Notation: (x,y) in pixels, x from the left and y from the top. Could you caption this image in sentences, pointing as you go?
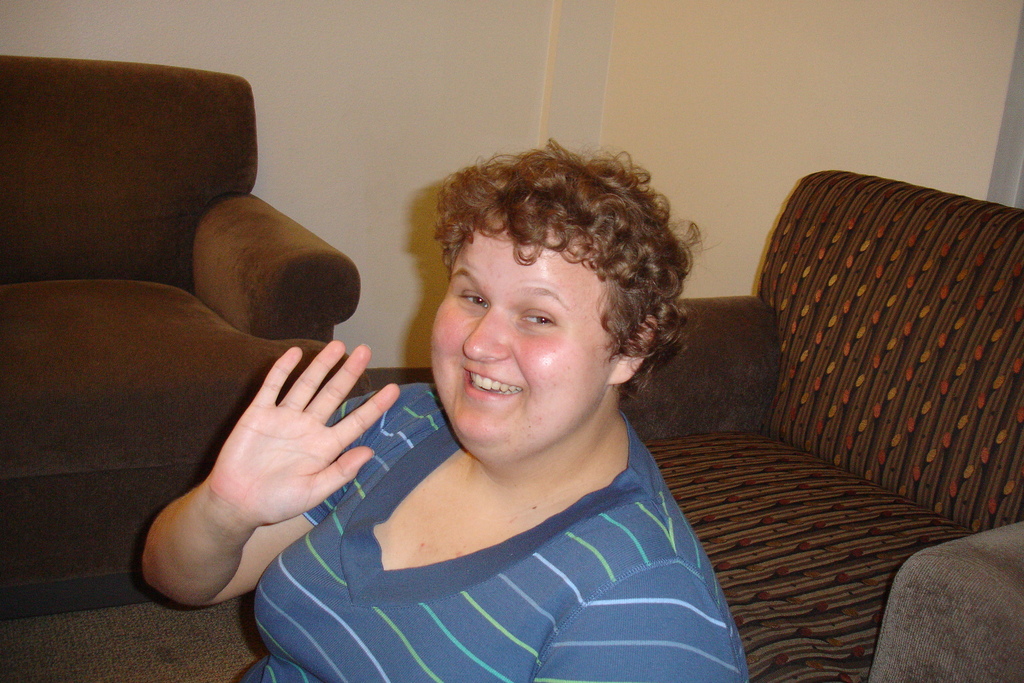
In this picture we can see a person (658,554) sitting on floor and smiling and beside to her we can see sofas (234,162), wall (458,92).
